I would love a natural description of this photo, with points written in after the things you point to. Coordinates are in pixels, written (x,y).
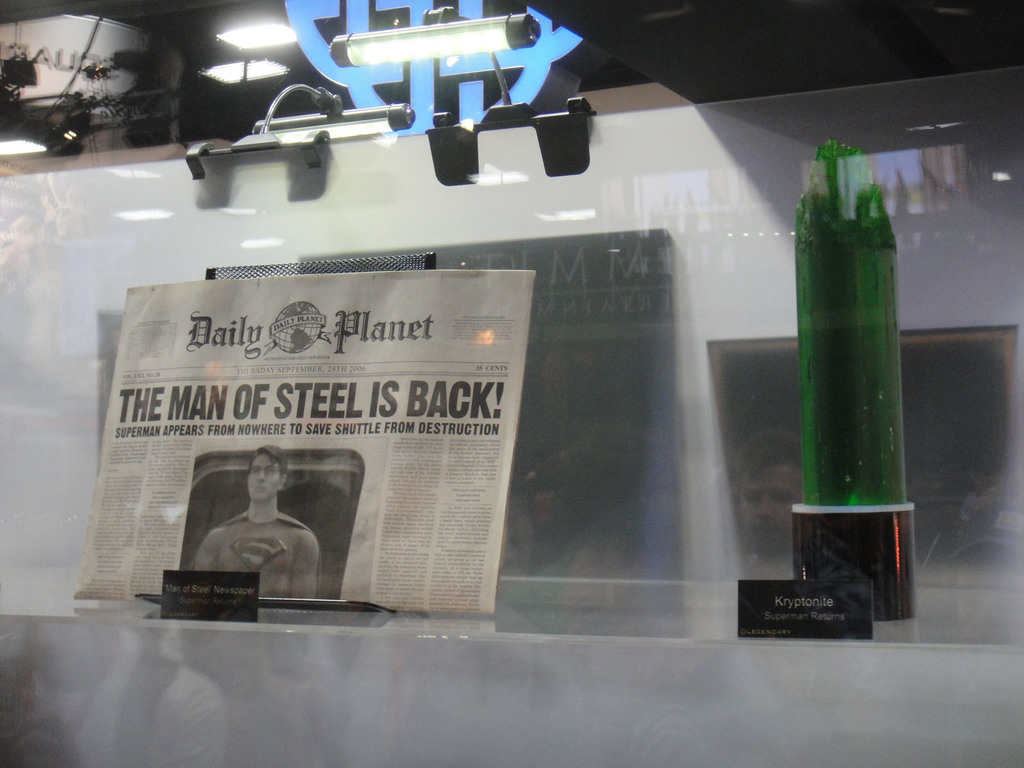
On a shelf (387,629) there is a newspaper (450,414). This newspaper (413,380) headlines is 'THE MAN OF STEEL IS BACK'. On the top (535,30) there are lights (445,25). This is a crystal (855,487).
